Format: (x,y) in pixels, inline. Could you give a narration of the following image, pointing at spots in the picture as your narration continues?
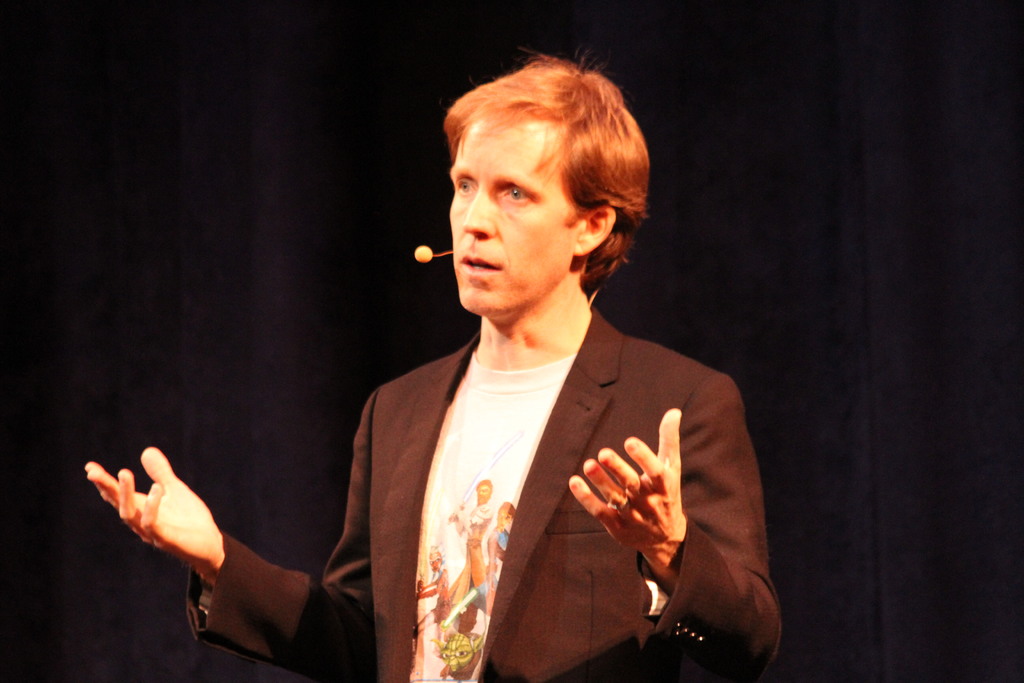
In this image there is a person (488,327) standing and looking to the left side of the image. The background (16,207) is blurry.
